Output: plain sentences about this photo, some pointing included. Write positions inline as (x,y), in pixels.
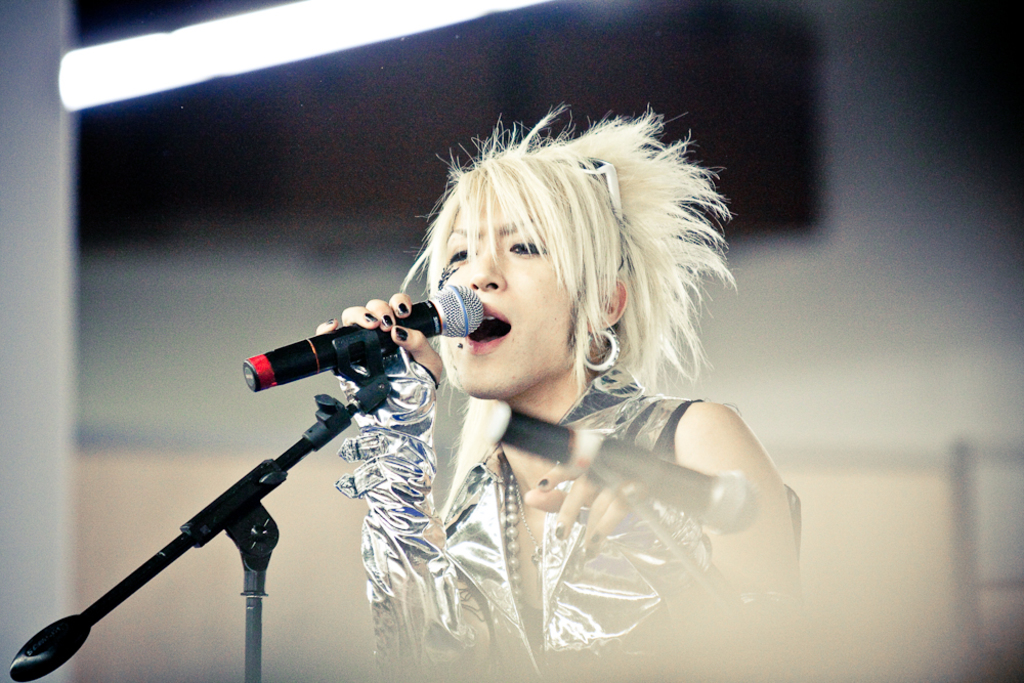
This is the picture of a person (449,541) in silver outfit (481,570), the person (469,566) is singing a song. In front of the person (515,316) there is a microphone (348,362) with stand (271,482) and the person (418,406) is holding a microphone (413,327). Behind the person (540,328) is grey and beige.
